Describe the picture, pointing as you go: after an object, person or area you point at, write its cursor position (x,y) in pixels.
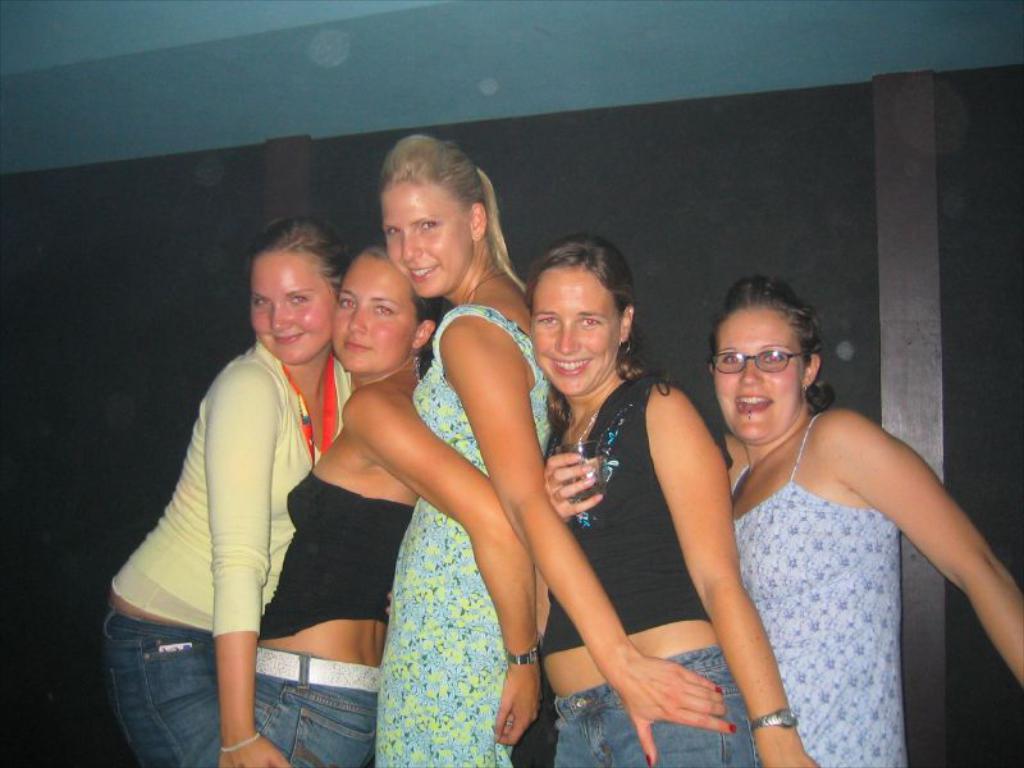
In this image there are a few people (534,514) standing with a smile on their face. In the background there is a wall (698,315).
